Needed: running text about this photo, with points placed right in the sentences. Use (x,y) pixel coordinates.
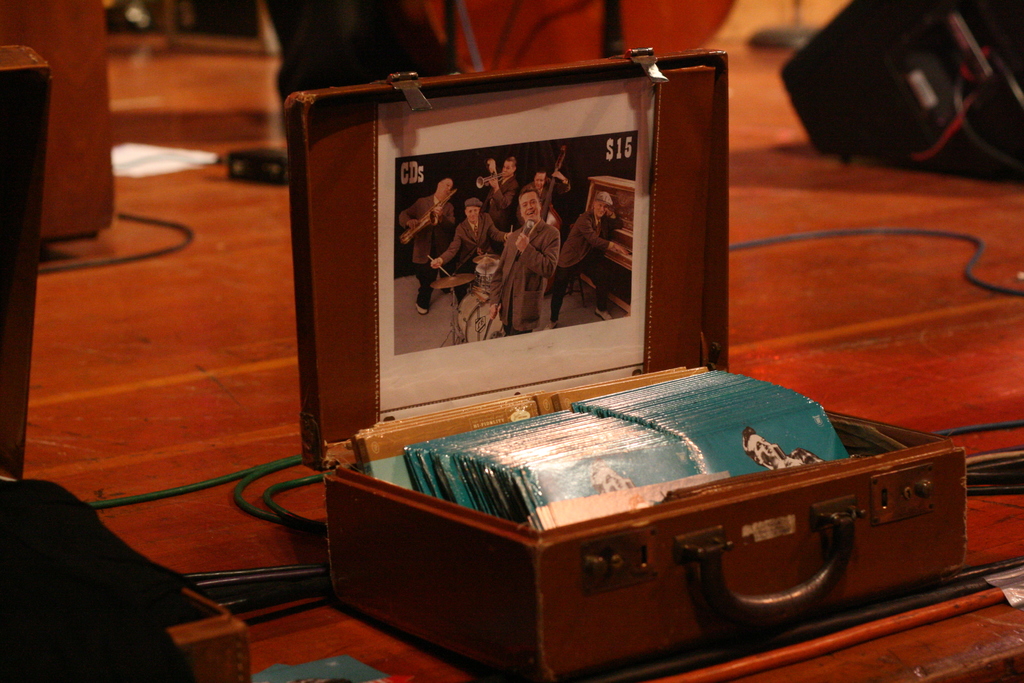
In this picture we can see a photo copy (541,210) and few boxes (658,416) in a suitcase (483,525). This is a wire (236,592). Here we can see a device (857,101).
